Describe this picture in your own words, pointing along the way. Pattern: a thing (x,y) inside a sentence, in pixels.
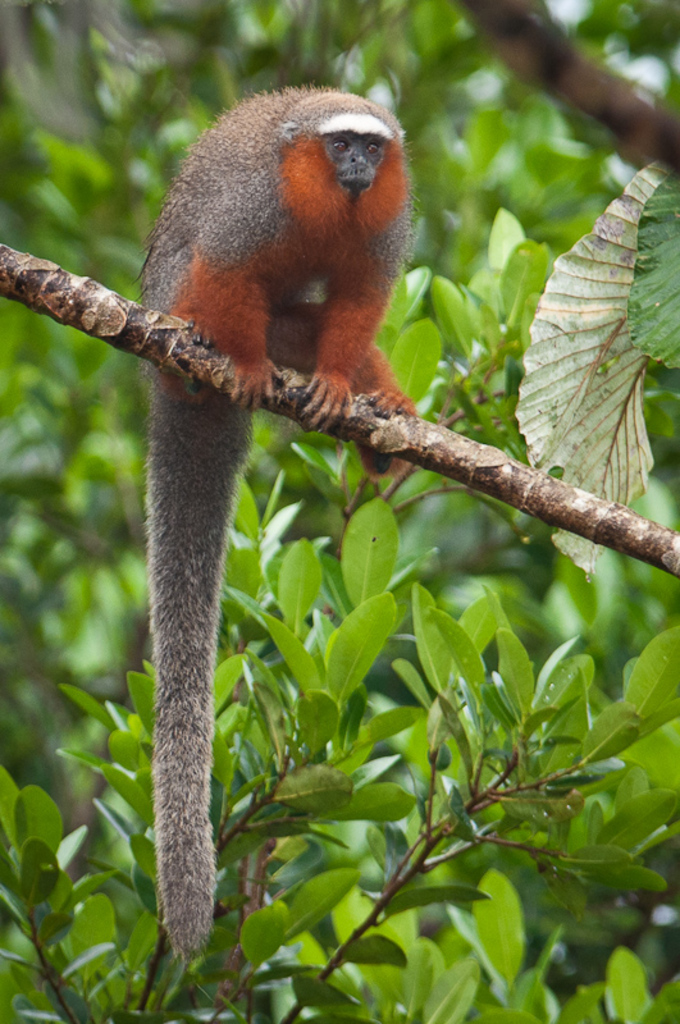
In the foreground of this image (166,427), it seems like a monkey (302,224) on a branch (485,451) of a tree (427,462) which is having a long tail (191,462).
